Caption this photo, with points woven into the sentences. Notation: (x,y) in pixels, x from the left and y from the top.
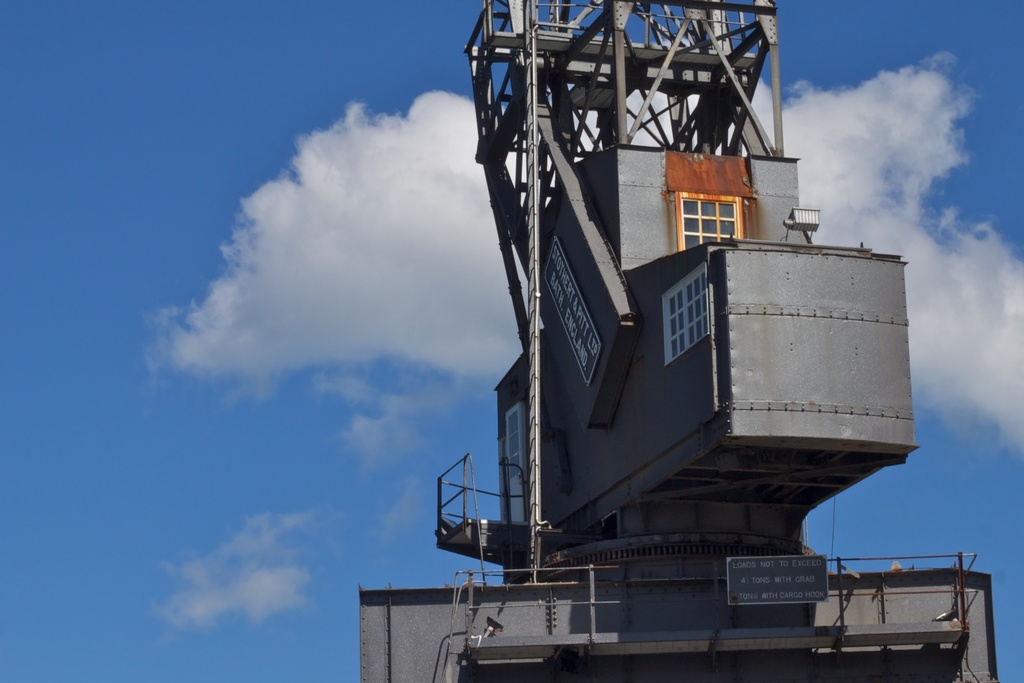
In this image I can see the grey color object (538,485) and I can see the boards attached to it. In the background (285,322) I can see the clouds (329,243) and the blue sky (148,334).
